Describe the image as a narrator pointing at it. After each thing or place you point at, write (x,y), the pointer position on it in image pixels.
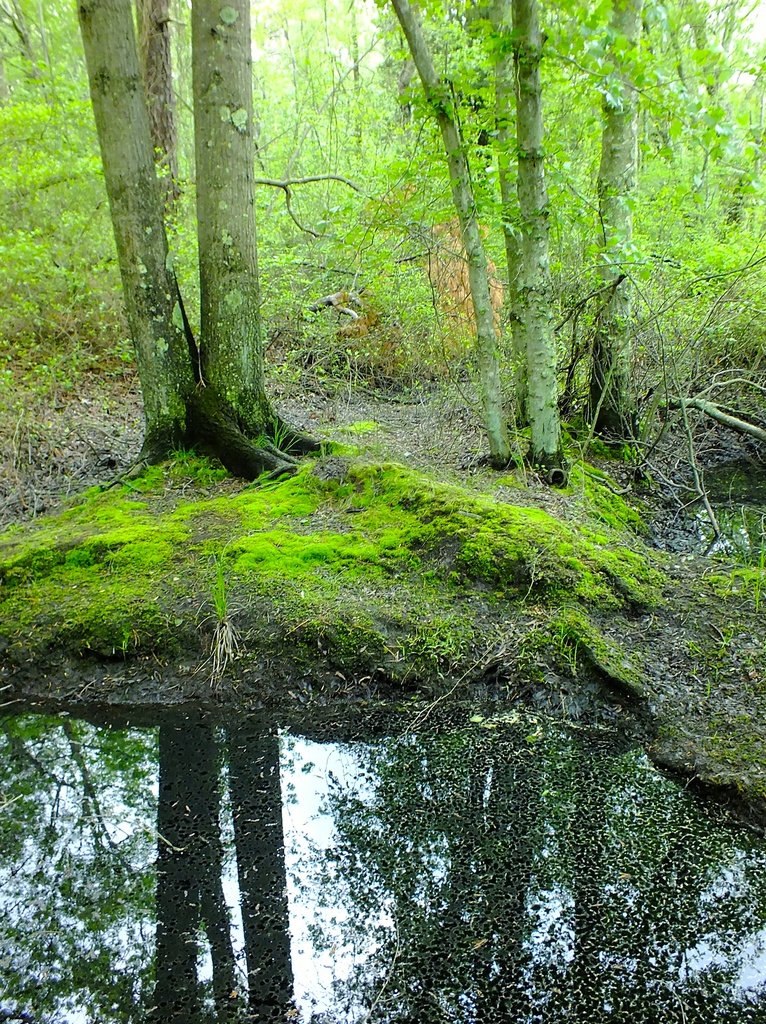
In this image there is water (422,763), grass (370,548), plants (366,361), trees (60,4), sky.
